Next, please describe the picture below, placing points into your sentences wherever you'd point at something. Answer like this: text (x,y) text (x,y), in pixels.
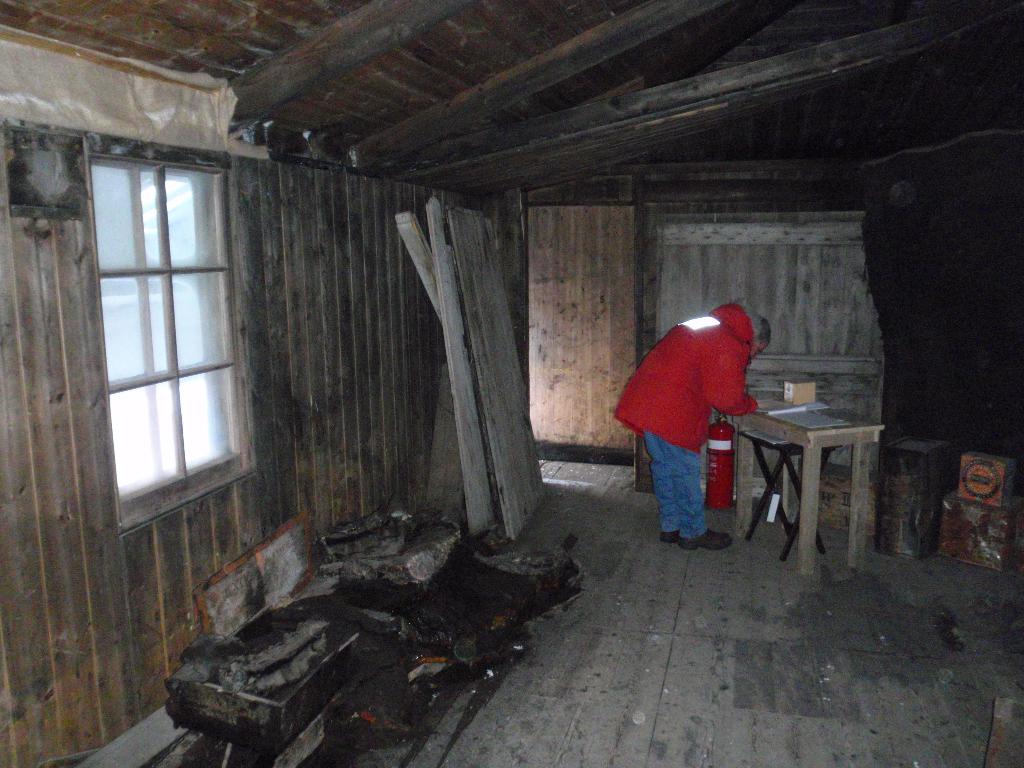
As we can see in the image there is a house (350,352), window (220,361), a man (657,375) standing over here and a table (809,462). On table (812,475) there is a box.
